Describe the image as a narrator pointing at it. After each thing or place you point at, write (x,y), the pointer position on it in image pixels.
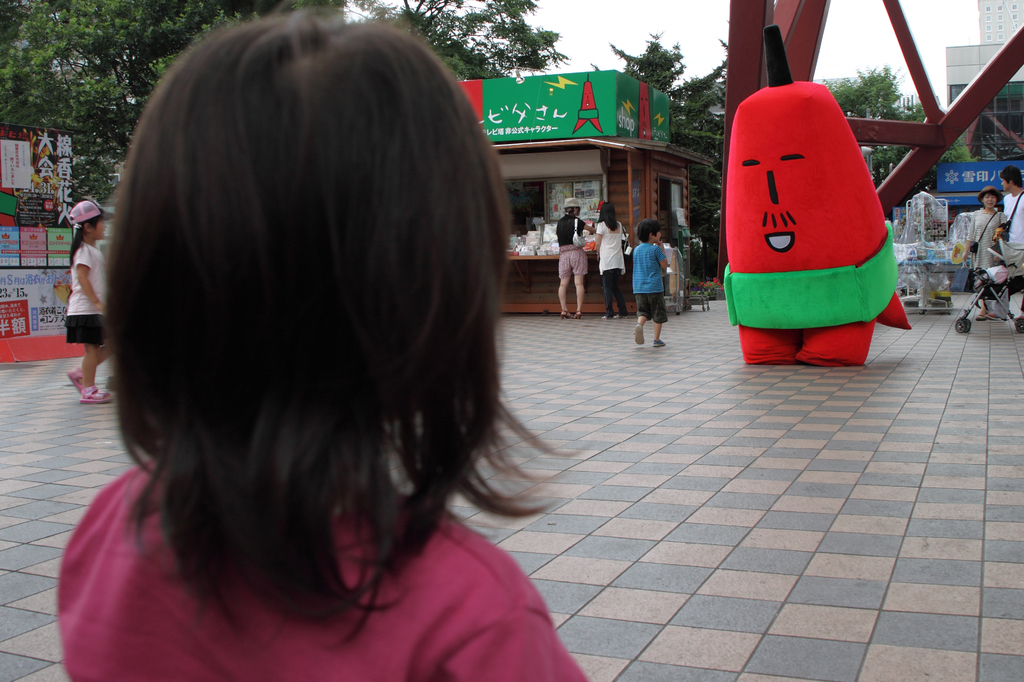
In this picture we can see the head part (325,328) of a kid (234,386) standing in front of a red cartoon (732,293). In the background (655,231), we can see two kids (655,246) on the floor (691,350).
